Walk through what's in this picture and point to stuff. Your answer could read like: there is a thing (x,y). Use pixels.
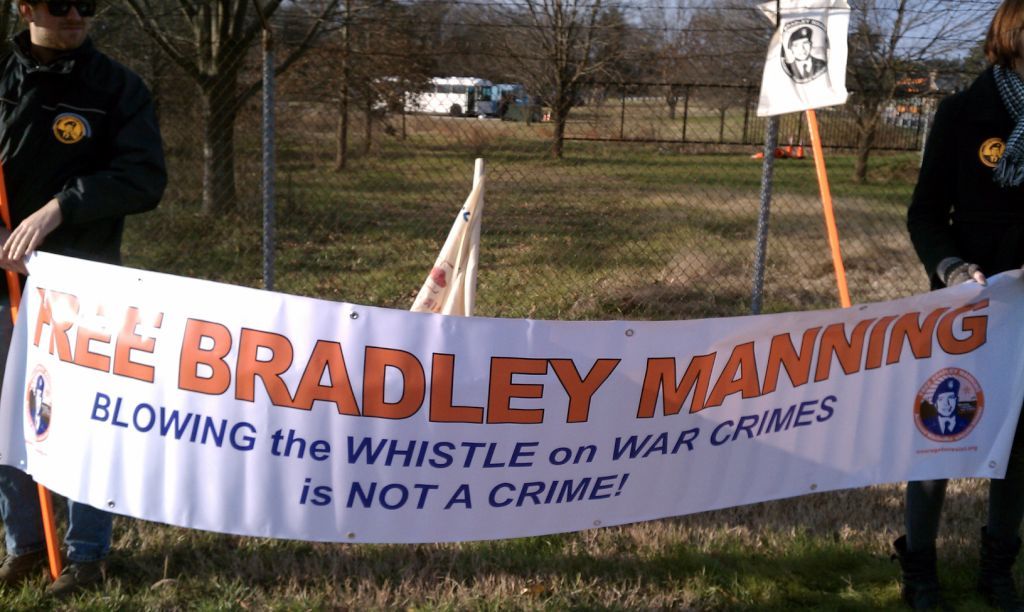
Here we can see a man (95,203) on the left (27,134) and a woman (941,165) on the right (958,158) are standing by holding a banner (397,464) in their hands (13,254) and the man (99,518) is also holding a pole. In the background (466,148) we can see fence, poles (825,185), flag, poster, trees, grass (652,112), vehicles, sky (982,15) and on the right side (934,95) we can see a building (916,90).
